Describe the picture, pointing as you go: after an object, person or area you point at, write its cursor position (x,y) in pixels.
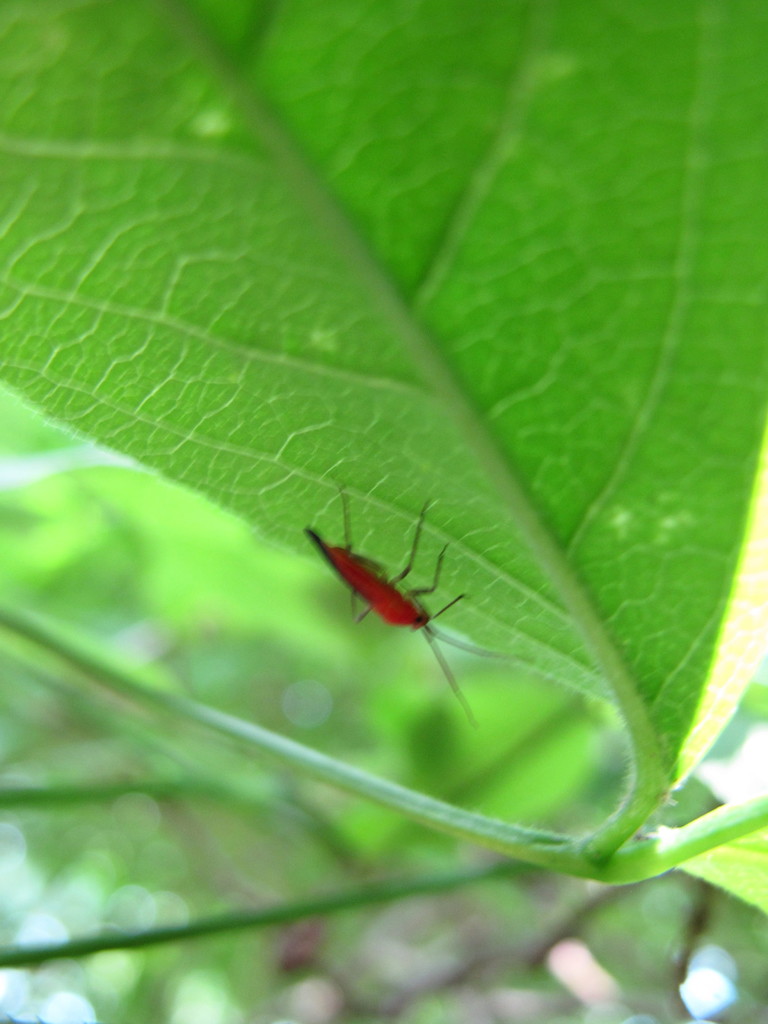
In this image there is a insect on a leaf (526,652).
